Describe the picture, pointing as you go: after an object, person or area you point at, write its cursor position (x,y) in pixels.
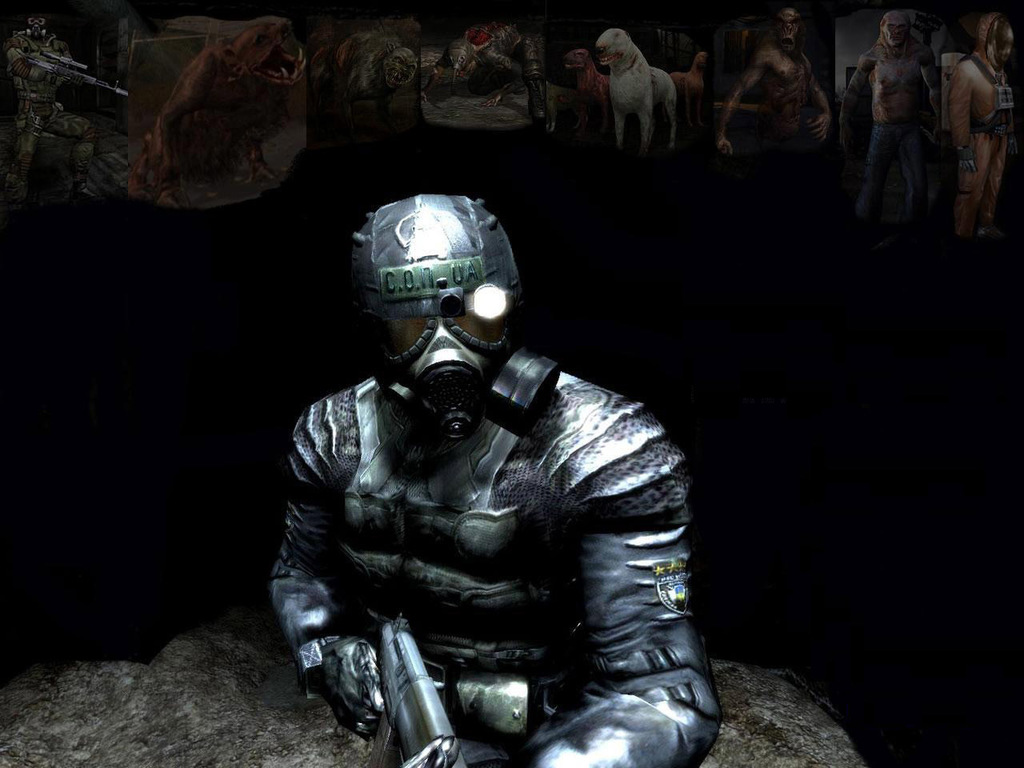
This is an animated picture. In the foreground of the picture (449,490) there is a person (422,496) wearing mask (434,408) and holding a gun (401,693). At the top (639,80) there are animals (571,85) and people (964,109). The background (773,424) is dark.
